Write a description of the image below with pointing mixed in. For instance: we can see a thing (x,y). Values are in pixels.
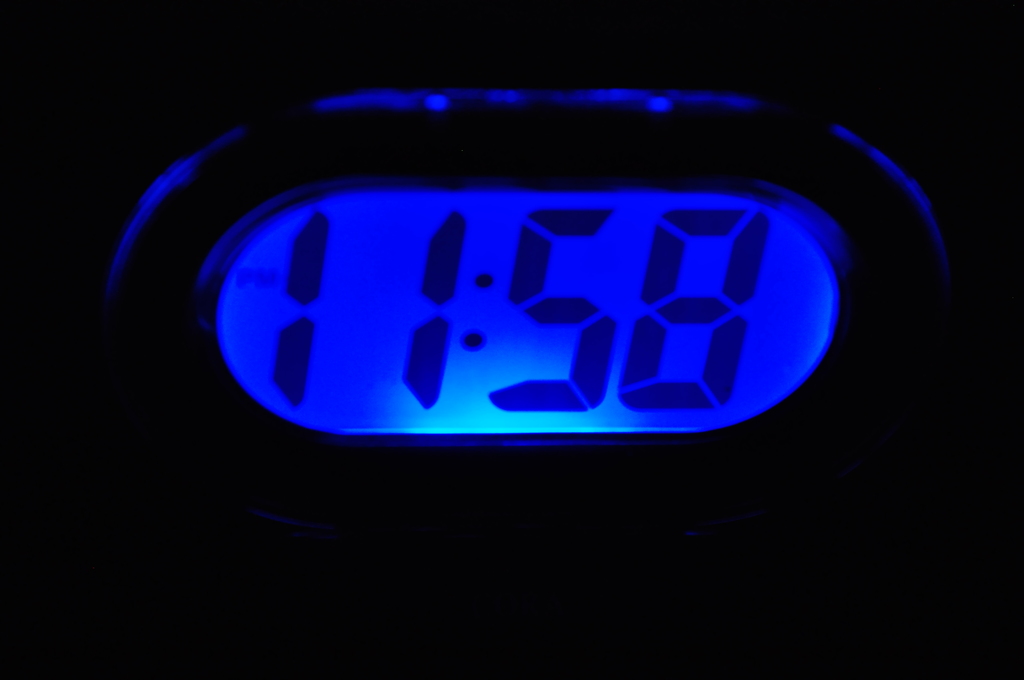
It is a digital clock (636,348) which is in blue color.
